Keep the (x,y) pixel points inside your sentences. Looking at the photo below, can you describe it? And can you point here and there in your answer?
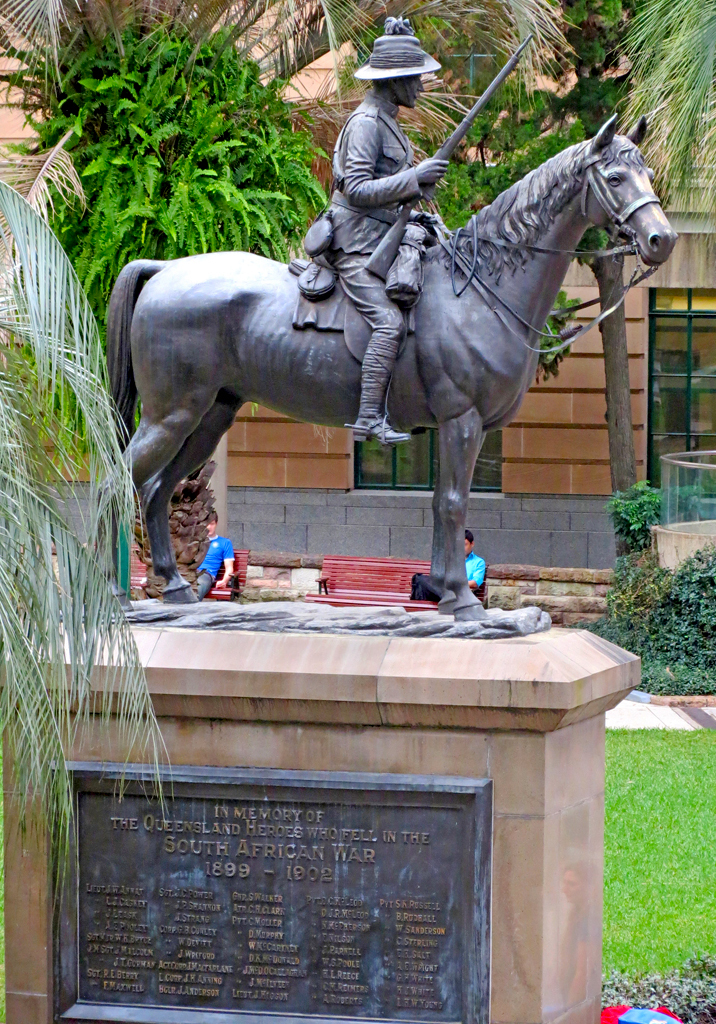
In the center of the image (318,677) there is a solid structure (227,648). On that structure (282,735), we can see a statue (508,238). And we can see a board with some text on a solid structure (73,717). On the left side of the image (89,501) we can see branches (14,223) with leaves (89,608). In the background (129,160) there is a wall (522,428), windows (663,373), trees (110,160), plants (710,655), grass (658,773), two persons (210,576) are sitting on the benches (380,560) and a few other objects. At the bottom right side of the image (649,1008), we can see some objects (641,1021).
